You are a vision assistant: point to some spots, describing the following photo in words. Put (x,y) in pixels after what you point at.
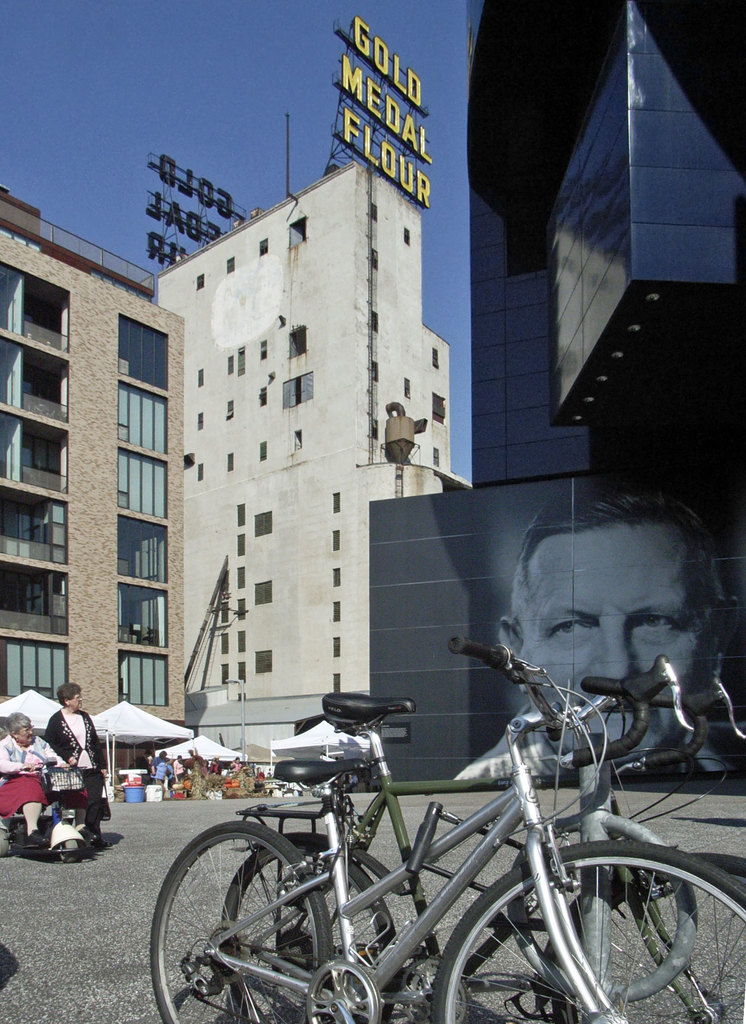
The picture is taken outside a city (344,419). In the foreground of the picture (445,878) there are bicycles (390,804). In the center of the picture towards left (34,830) there are two women (58,754). In the background (246,710) there are tents (159,737), people (148,774), baskets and a building (259,296). On the right (636,587) there is a person's portrait (615,565), on the building (591,412). Sky (146,96) is clear and it is sunny.
